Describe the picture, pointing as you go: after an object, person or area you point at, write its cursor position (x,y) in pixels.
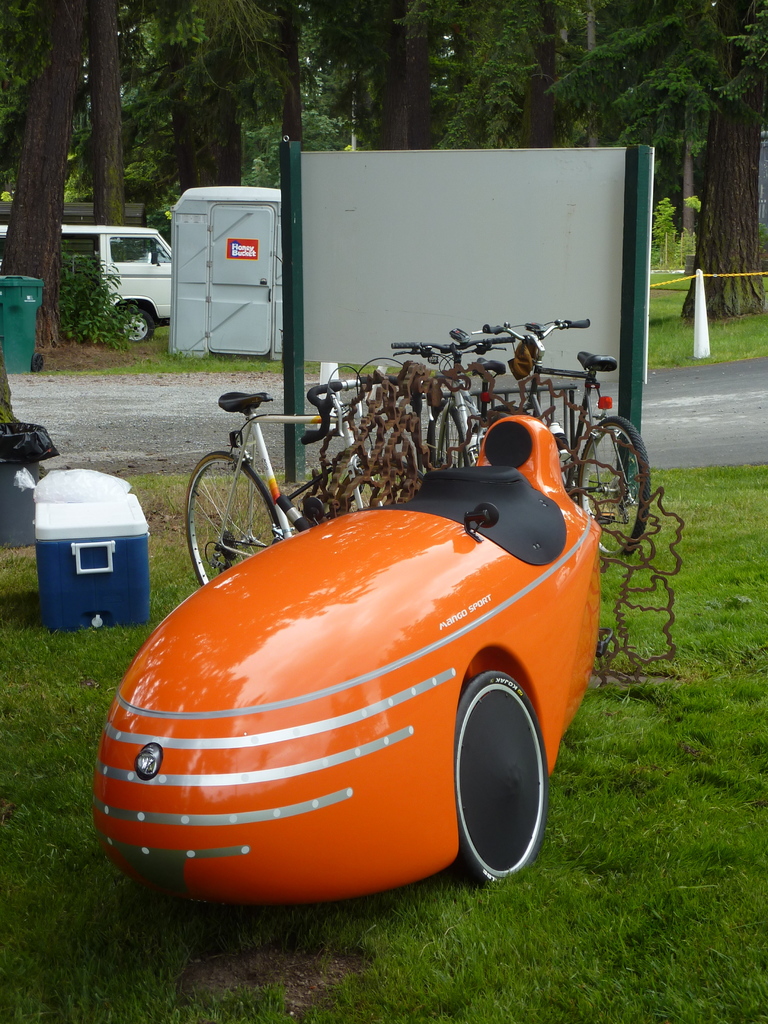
This image consists of a vehicle (457,691) in orange color. In the background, there are many cycles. On the left (44,537), there is a box (52,518). In the background (8,409), there are many trees (179,140) and a toilet cabin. On the left (12,340), there is a dustbin (13,368).
